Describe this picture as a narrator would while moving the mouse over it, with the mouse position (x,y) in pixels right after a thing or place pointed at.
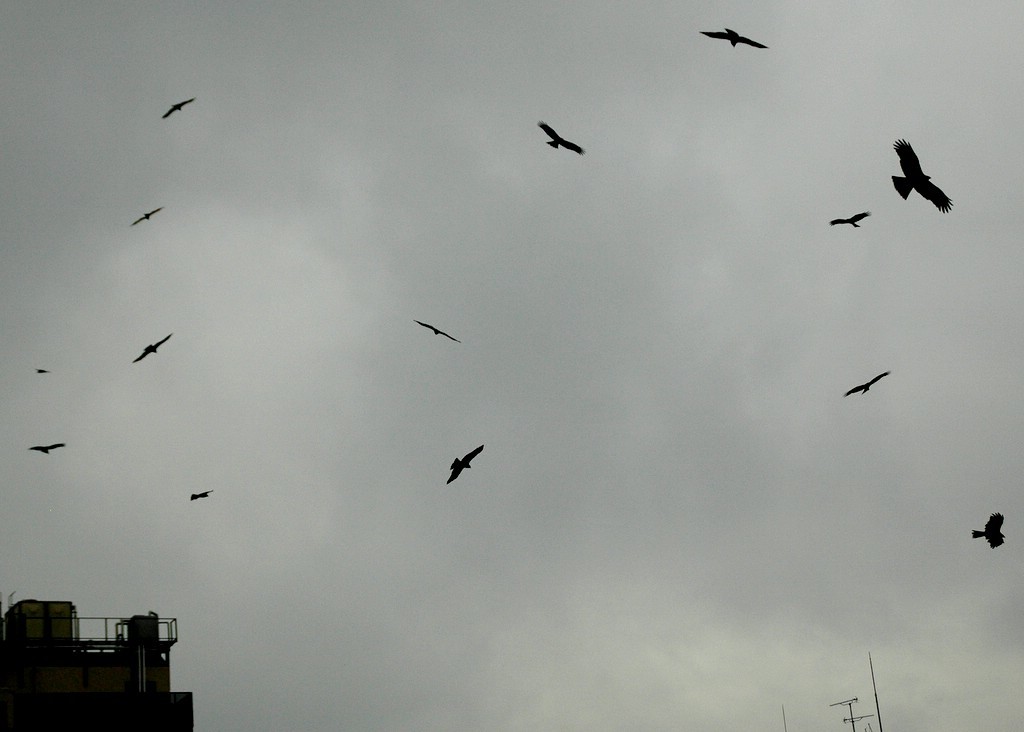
In this image we can see some birds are flying, also we can see a building (81,670), there are poles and in the background (439,515), we can see the sky (467,514) with clouds (467,514).
